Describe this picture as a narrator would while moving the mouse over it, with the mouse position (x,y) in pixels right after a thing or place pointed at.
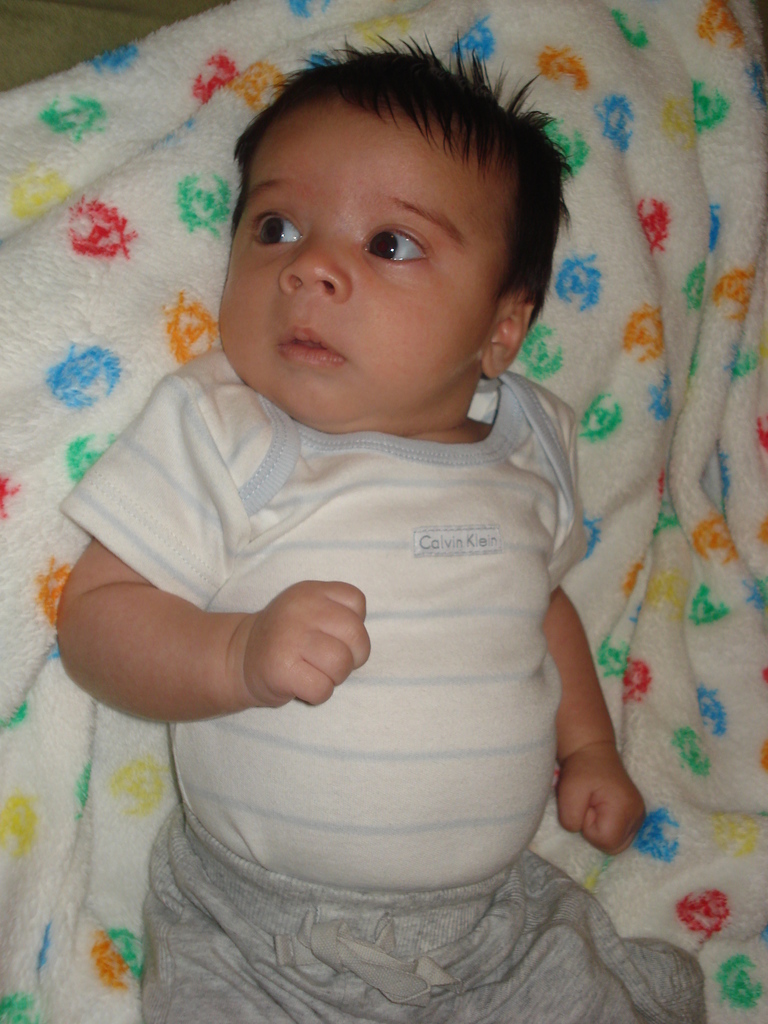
This image consists of a kid (346,727) lying on a blanket (98,321).
